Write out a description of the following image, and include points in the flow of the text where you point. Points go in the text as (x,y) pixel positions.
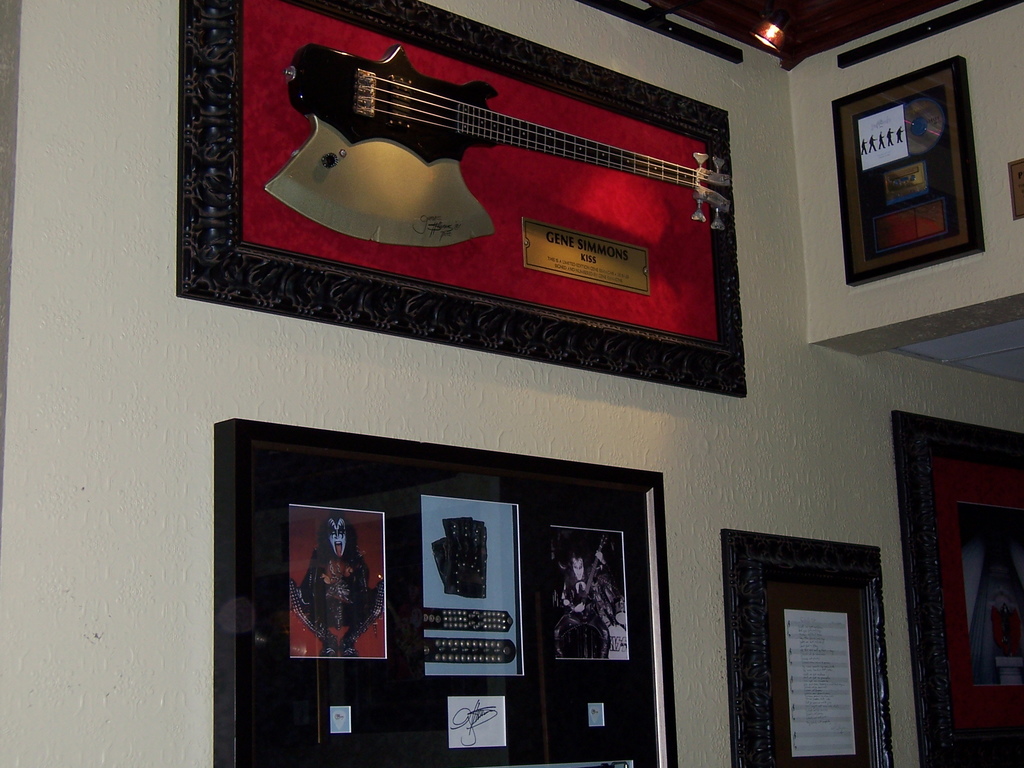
In this picture we can see a wall (135,393), there are some photo frames (854,546) and a noticeboard (640,707) here, we can see a guitar (482,228) here, there is a paper (876,142) pasted here.
